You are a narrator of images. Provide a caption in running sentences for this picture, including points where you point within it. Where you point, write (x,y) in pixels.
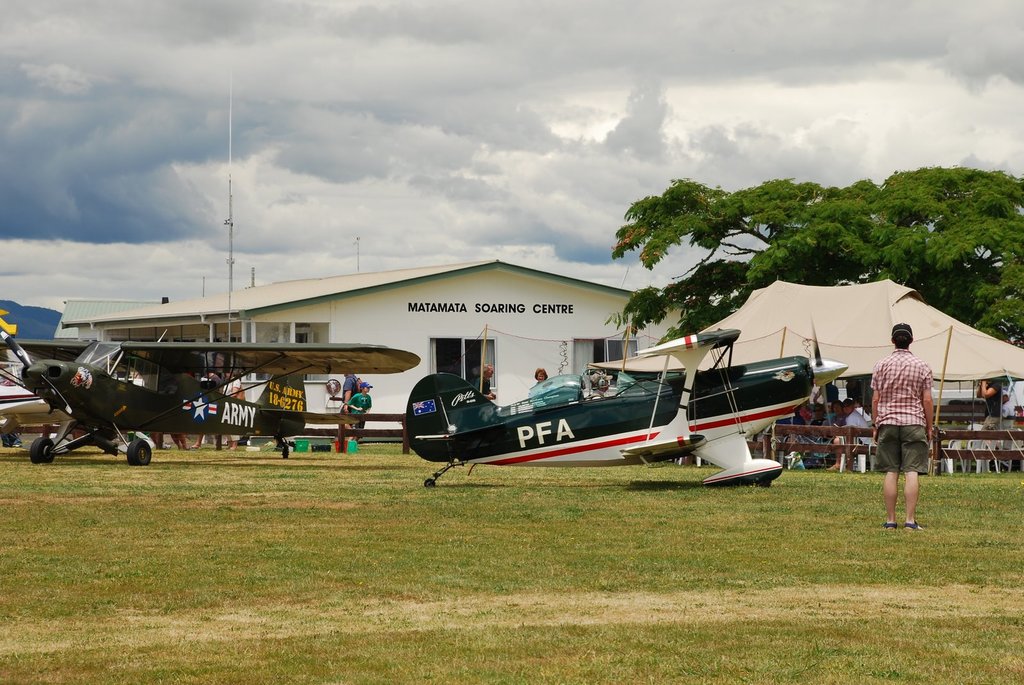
In this picture we can see there are aircrafts (189,423) on the grass (338,556) and on the right side of the aircraft's (560,405) a person (912,411) is standing. Behind the aircraft's (368,352) there is the wooden fence (802,446), a pole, a house (498,314), some people (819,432) are standing and some people (807,423) are sitting in the stall (776,348). Behind the stall (808,319) there are trees (894,258) and the sky (478,135).
